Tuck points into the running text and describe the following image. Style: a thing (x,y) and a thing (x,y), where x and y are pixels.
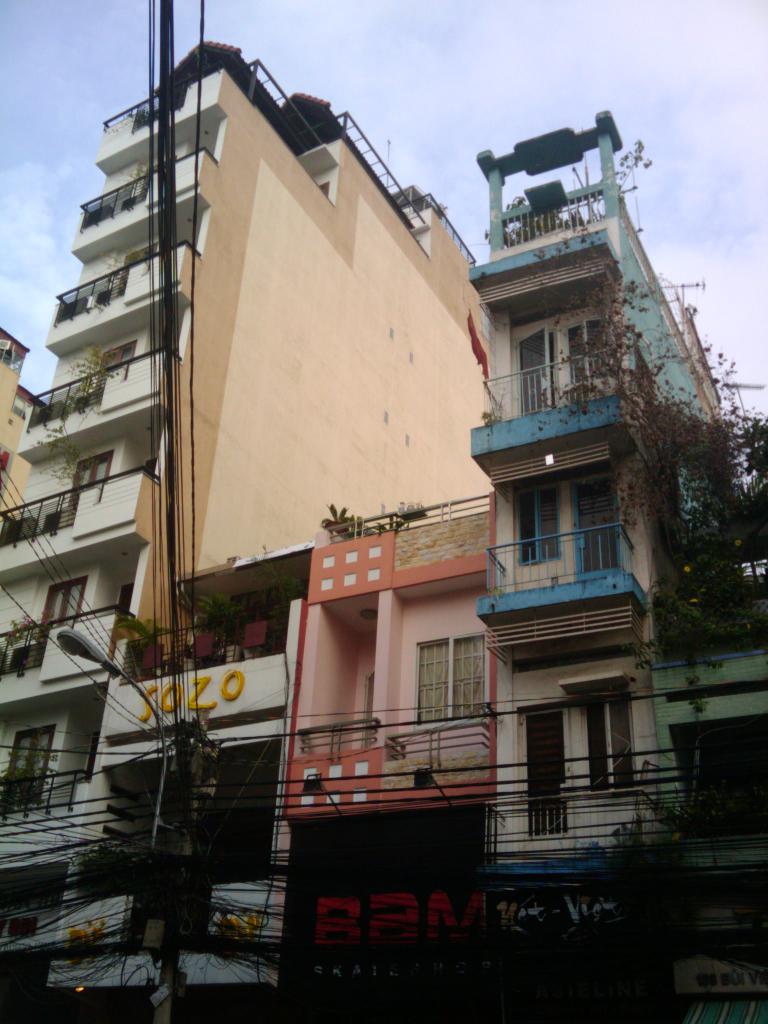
In the image there are apartments (374,586) and buildings (480,626), in front of the buildings (144,721) there are a lot of wires (182,811).
